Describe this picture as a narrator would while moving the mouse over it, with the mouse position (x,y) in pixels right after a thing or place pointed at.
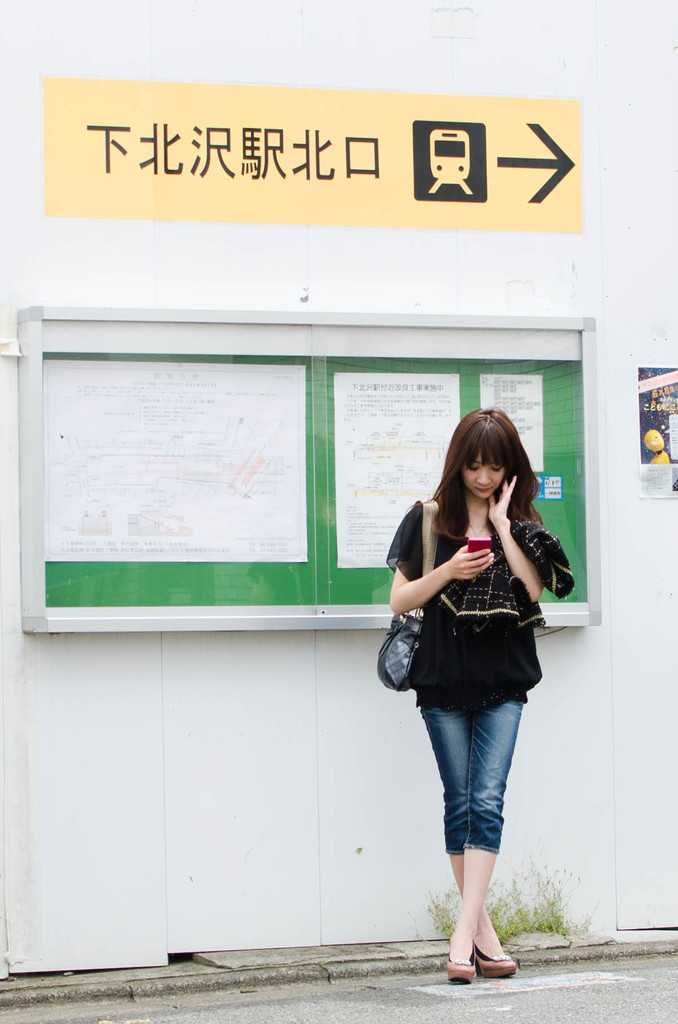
In this picture we can see a woman (509,684) is standing and holding a mobile phone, she is carrying a bag (414,644), in the background (125,558) there is a board (184,594), we can see papers (291,437) pasted on the board (581,468), there is a poster (651,438) pasted on the wall (605,461), we can see some text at the top of the picture (194,153), at the bottom (519,929) there is a plant (523,921).
